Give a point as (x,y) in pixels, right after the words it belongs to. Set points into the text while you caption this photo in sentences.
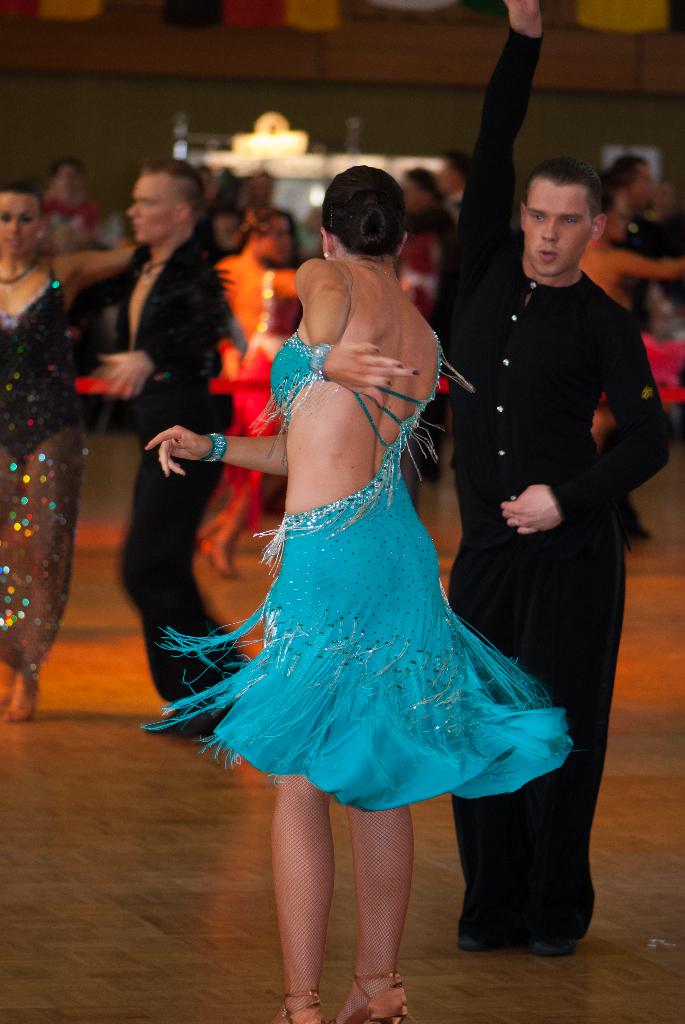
In this image I can see the group of people (209,493) with different color dresses (171,670). In the background (275,153) I can see some objects (243,140) and there is a blurred background (233,143).
